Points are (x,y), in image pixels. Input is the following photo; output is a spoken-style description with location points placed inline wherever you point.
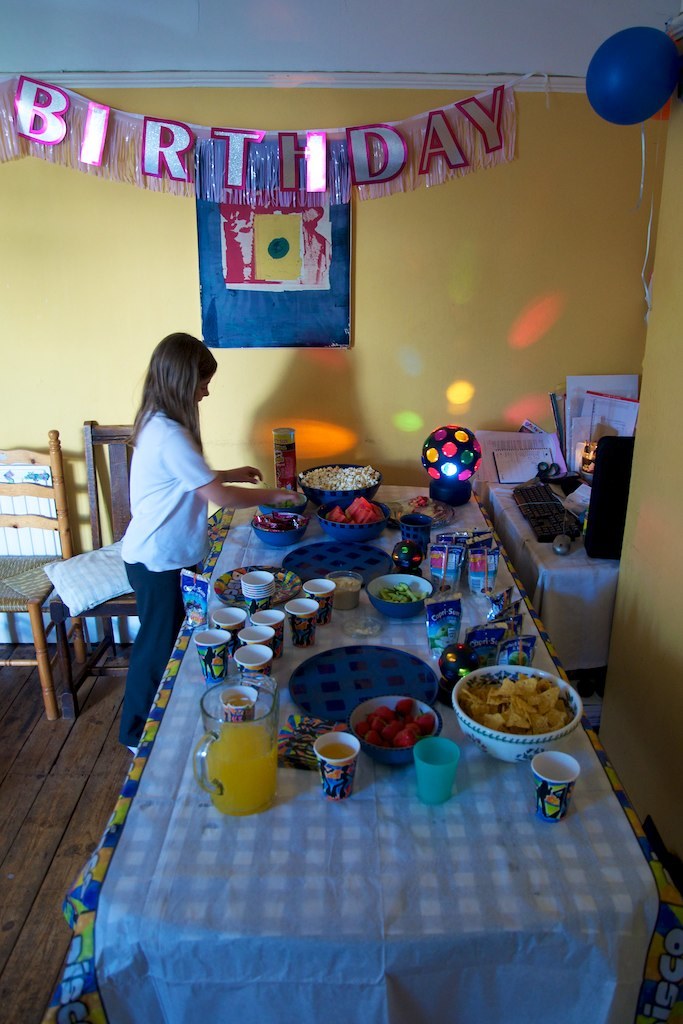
As we can see in the image there is a yellow color wall (89,298), chairs (94,513), a girl (158,633) standing over here and a table (283,552). On table (330,876) there are glasses (331,761), bowls (506,721), mugs (220,760) and plates (231,580).
